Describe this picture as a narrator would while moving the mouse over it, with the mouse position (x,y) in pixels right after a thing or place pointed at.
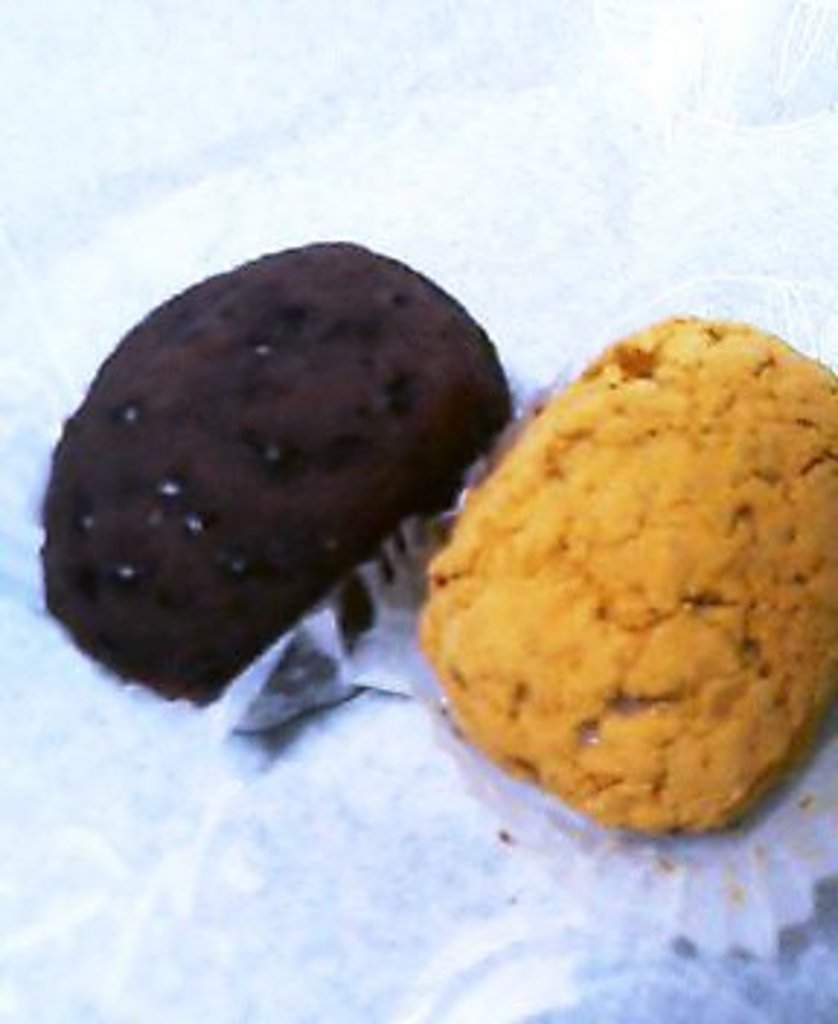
Here we can see two cupcakes (354,524) on a platform (523,964).
